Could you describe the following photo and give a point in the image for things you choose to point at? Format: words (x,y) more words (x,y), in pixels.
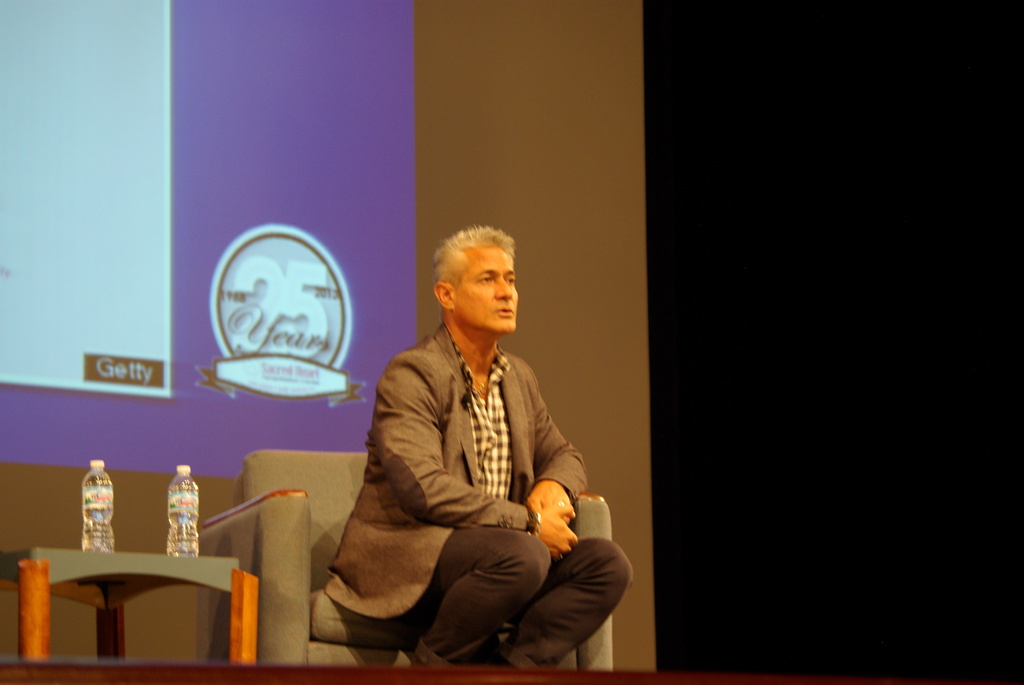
In this image we can see a man (465,467) is sitting on the sofa (306,543). He is wearing grey color coat (449,460) with shirt (500,438) and pant (505,572). Left side of the image (99,592) we can see one table (198,563). On table (32,585), two bottles (100,505) are there. Background of the image (179,256) big screen (248,202) is there.
